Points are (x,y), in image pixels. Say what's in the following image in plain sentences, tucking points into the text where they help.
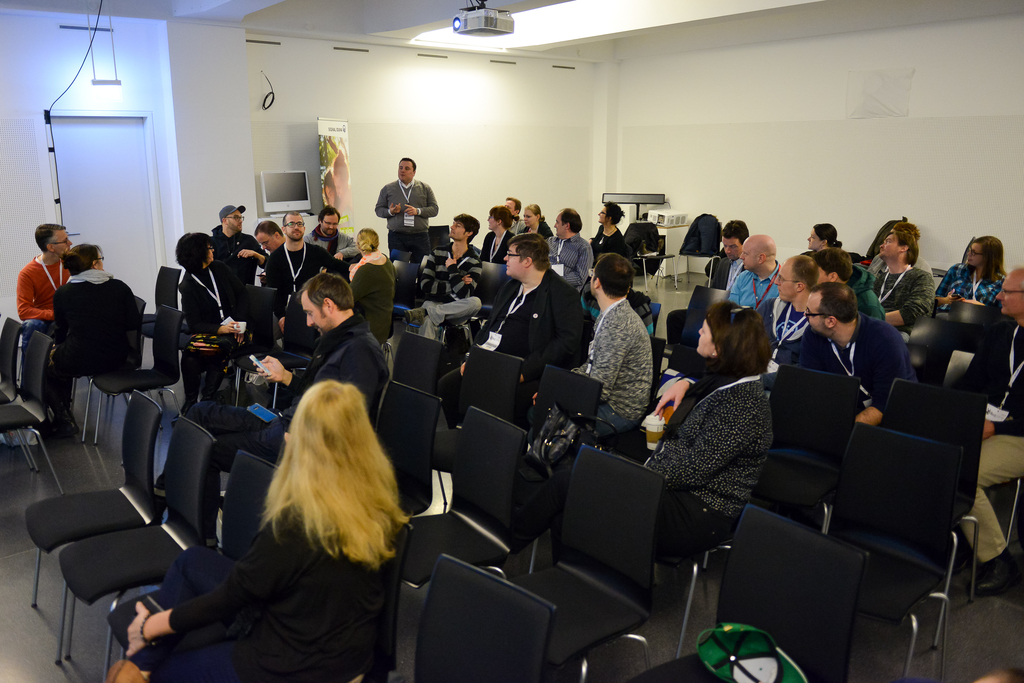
I can see in this image a group of people (605,340) are sitting and some are standing on the floor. I can also see there is a white color wall (710,124) and a projector (475,28). There is also a door (116,228).
